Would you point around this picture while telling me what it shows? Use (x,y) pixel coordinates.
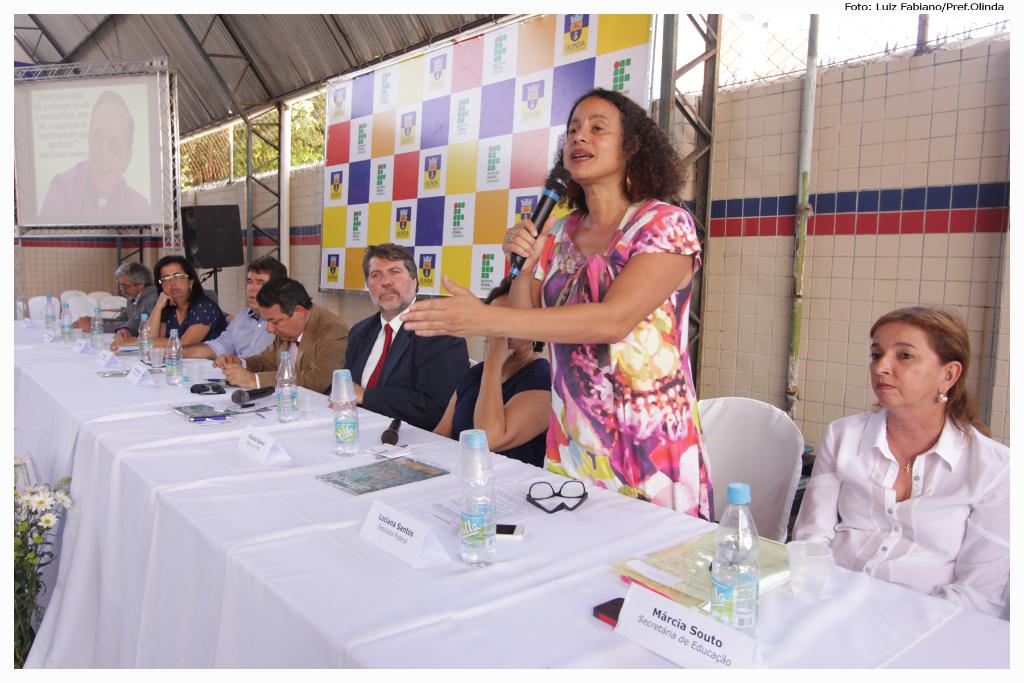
In this image i can see a group of people (391,359) who are sitting on a chair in front of a table (300,444). On the table (513,550) we have couple of bottles (477,499) and other objects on it. I can also see a woman (589,309) is standing and holding a microphone (547,188) in her hand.
